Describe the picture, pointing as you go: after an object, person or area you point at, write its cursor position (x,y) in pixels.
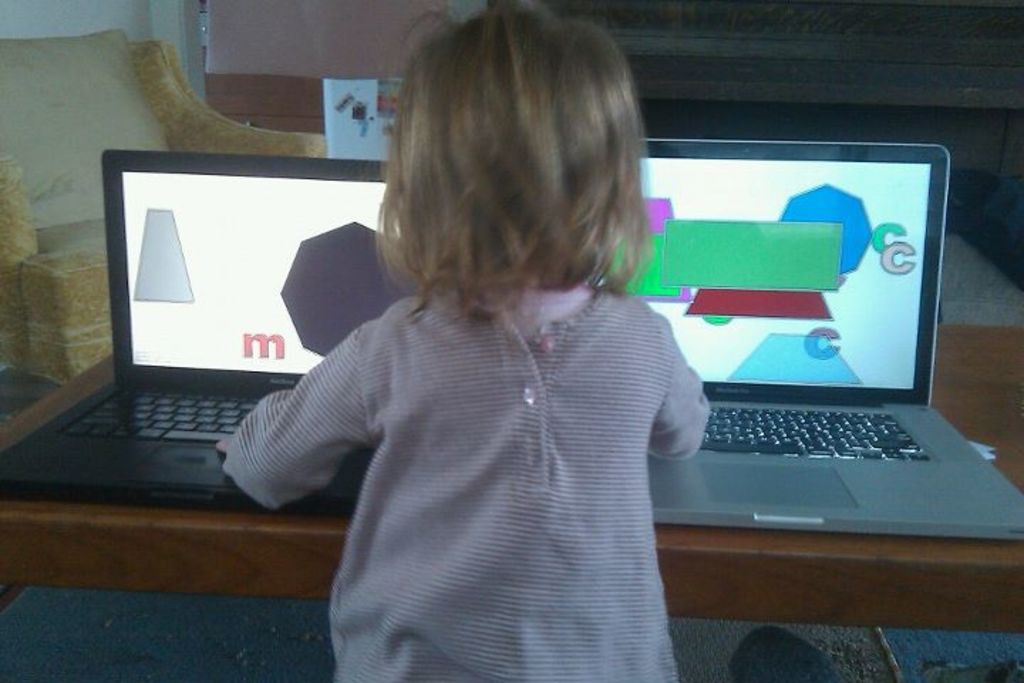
In this image I see a child (488,307) over here and I see a table (39,409) on which there are 2 laptops (676,248) and I see it is colorful on both the screens (696,285) and I see a couch (50,45) over here.
